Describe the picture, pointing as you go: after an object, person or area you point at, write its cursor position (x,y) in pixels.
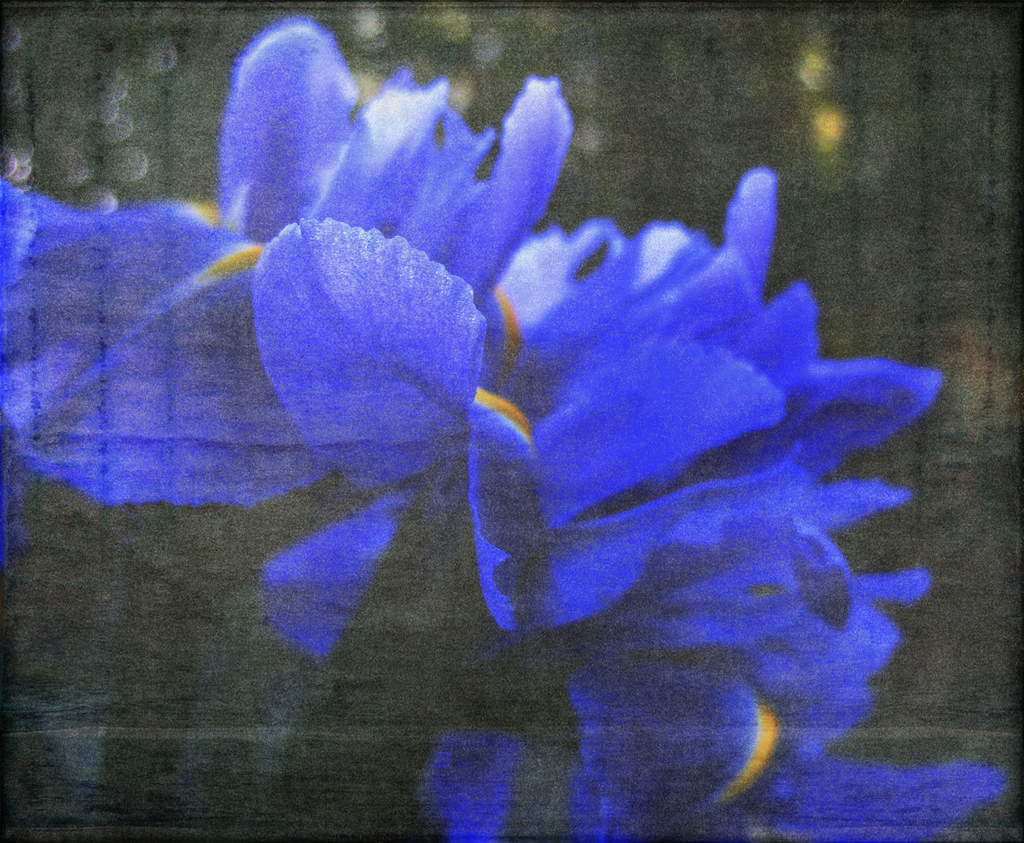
In this picture I can see flowers (528,500) and they are blue in color and I can see blurry background (209,581).
